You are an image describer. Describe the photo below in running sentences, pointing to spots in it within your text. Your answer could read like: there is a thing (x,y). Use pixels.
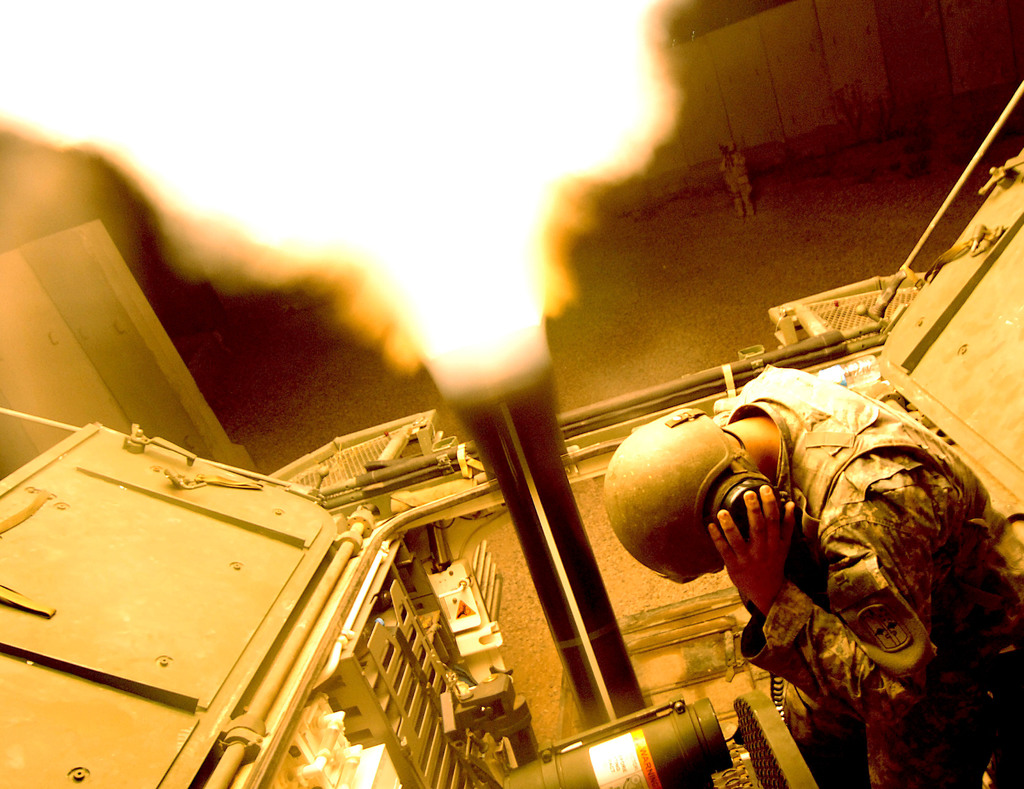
In the picture we can see a man (731,495) standing with a uniform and helmet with headsets (775,495) and holding it tightly to the ears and near him we can see a vehicle (58,536) with a pipe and smoke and fire (550,186) from it and behind it we can see a path (942,236) and a person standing near the wall (784,117).
